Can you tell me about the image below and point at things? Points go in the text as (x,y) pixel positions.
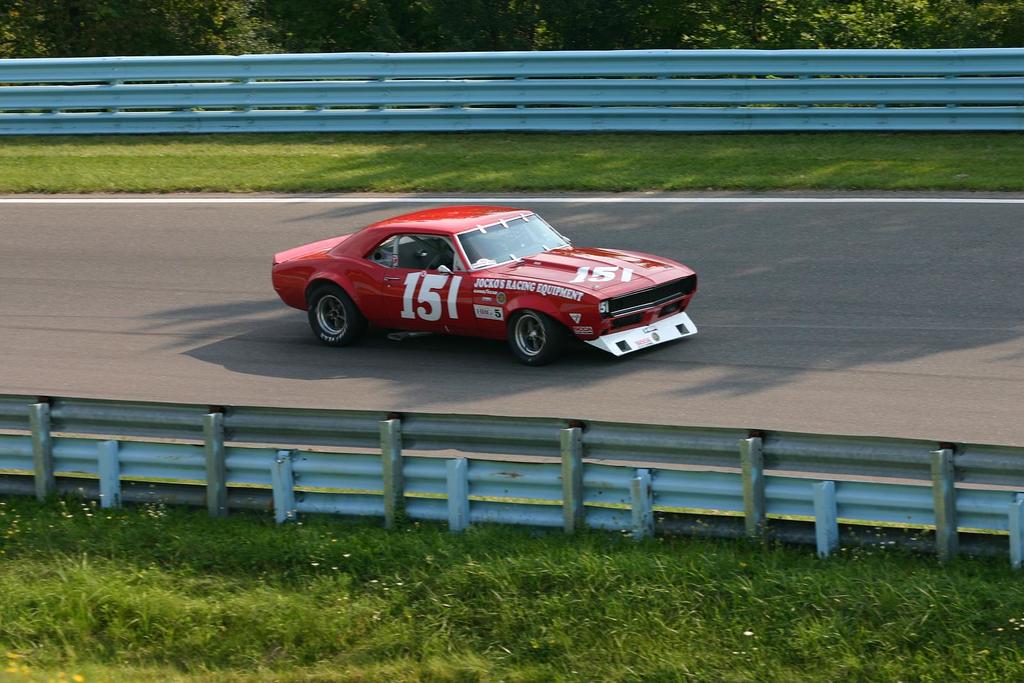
Here in this picture we can see a red colored car (391,268) present on the road (246,259) and beside that on either side we can see railing (386,444) present and we can see the ground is covered with grass (620,673) and we can see plants (315,552) and trees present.
